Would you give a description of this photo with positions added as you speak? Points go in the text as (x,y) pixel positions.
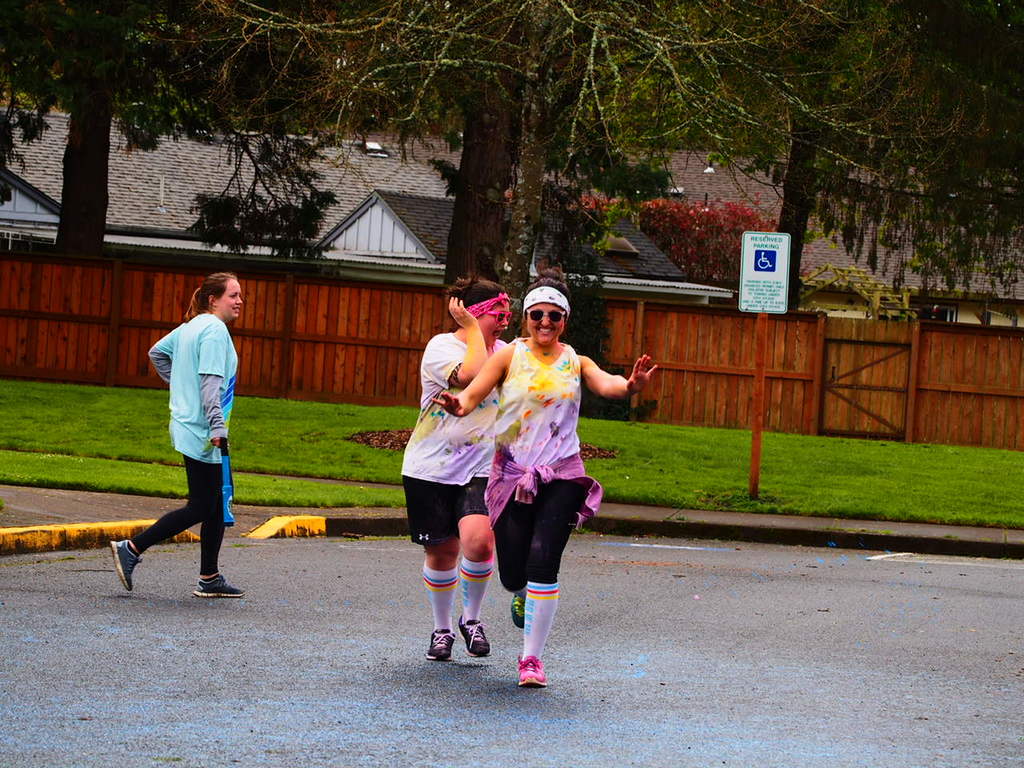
In this picture I can see 3 women (444,456) on the road (897,622) and in the middle of this picture (397,407), I can see the grass (262,492) and the wooden fencing (839,390). I can also see a pole (759,404) on which there is a board (776,297) and I see something is written on it. In the background (694,229) I can see the trees (506,146) and few buildings (205,181).
